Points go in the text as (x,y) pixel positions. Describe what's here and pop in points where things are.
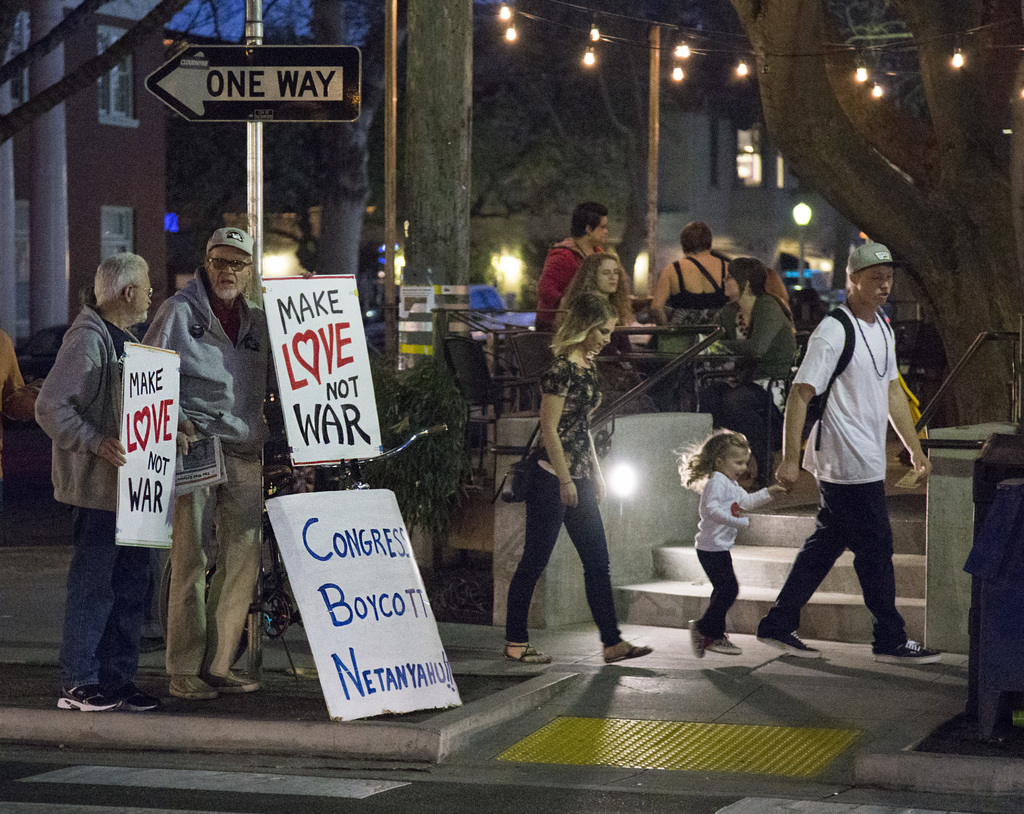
In the image I can see people (72,495) among them the people (230,516) on the left side (234,486) are holding placards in hands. In the background (689,259) I can see some people (570,268) are sitting on chairs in front of tables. I can also see sign boards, string lights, poles (654,159), buildings (21,140), trees (608,179), steps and some other objects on the ground (268,796).
